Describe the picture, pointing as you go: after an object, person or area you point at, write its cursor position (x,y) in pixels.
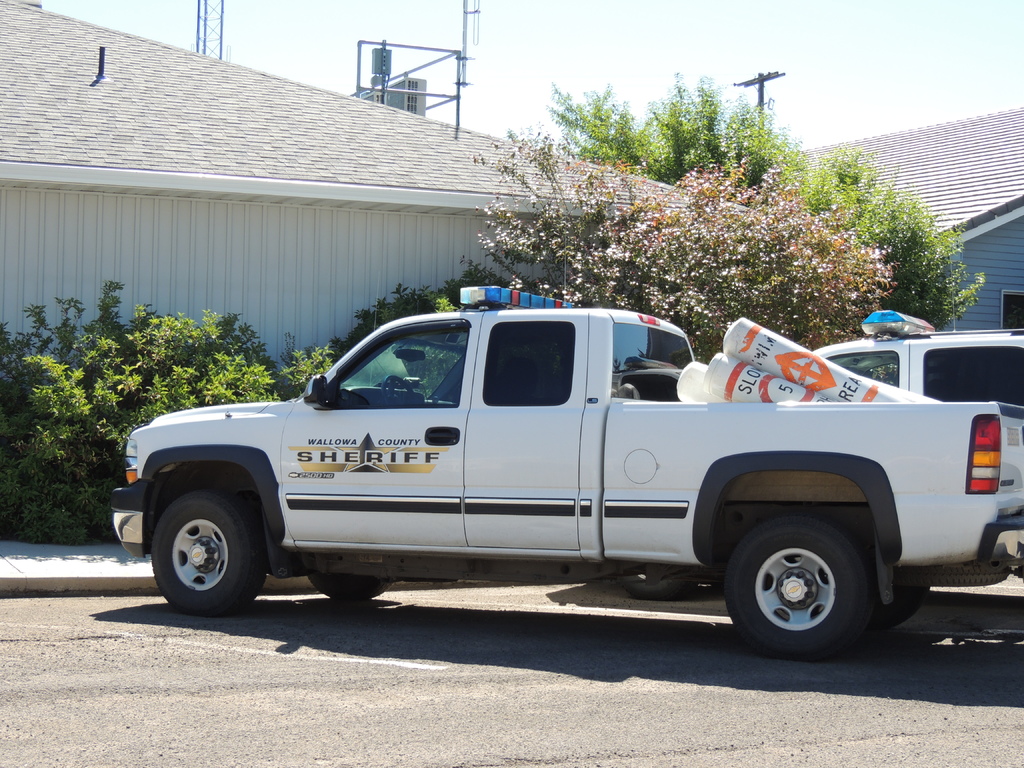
In the center of the image (570,511) we can see two vehicles (783,530) on the road (487,734). And in the front vehicle (699,462), we can see some objects (760,369). and we can see some text (297,474) on the vehicle (416,406). In the background (480,152), we can see the sky (788,16), buildings (968,152), trees (666,266), one window (1005,312), road (721,606) and a few other objects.
